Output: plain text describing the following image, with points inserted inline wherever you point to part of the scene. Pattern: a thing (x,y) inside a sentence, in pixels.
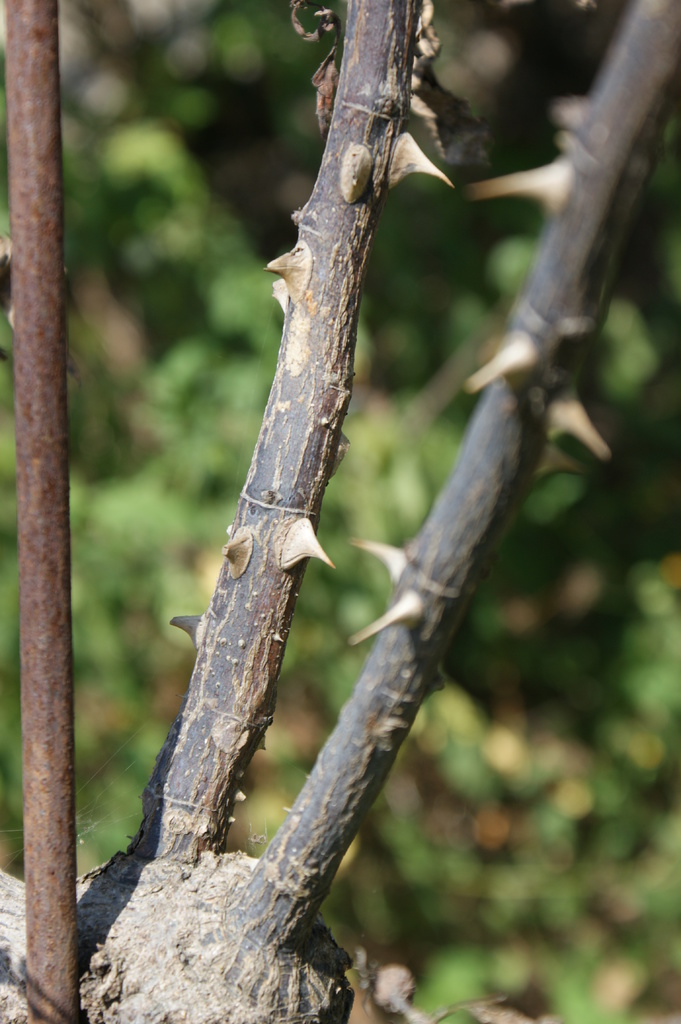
In this picture I can observe thorns (281,281) to the stems (186,788). On the left side (16,263) I can observe a pole (42,549). The background (174,210) is blurred.
